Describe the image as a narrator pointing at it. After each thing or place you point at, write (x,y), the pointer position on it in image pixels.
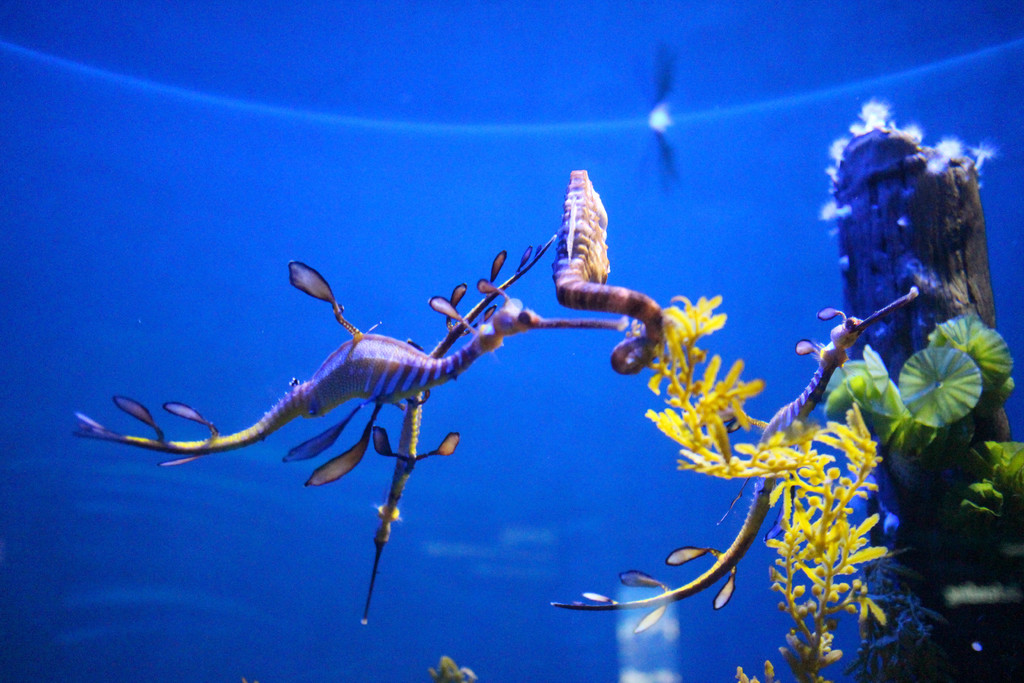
In this image we can see the seahorses (590,264) in the water (652,261). Here we can see the plants (863,494) in the water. Here we can see the wooden block (923,288) in the water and it is on the right side (934,231).
